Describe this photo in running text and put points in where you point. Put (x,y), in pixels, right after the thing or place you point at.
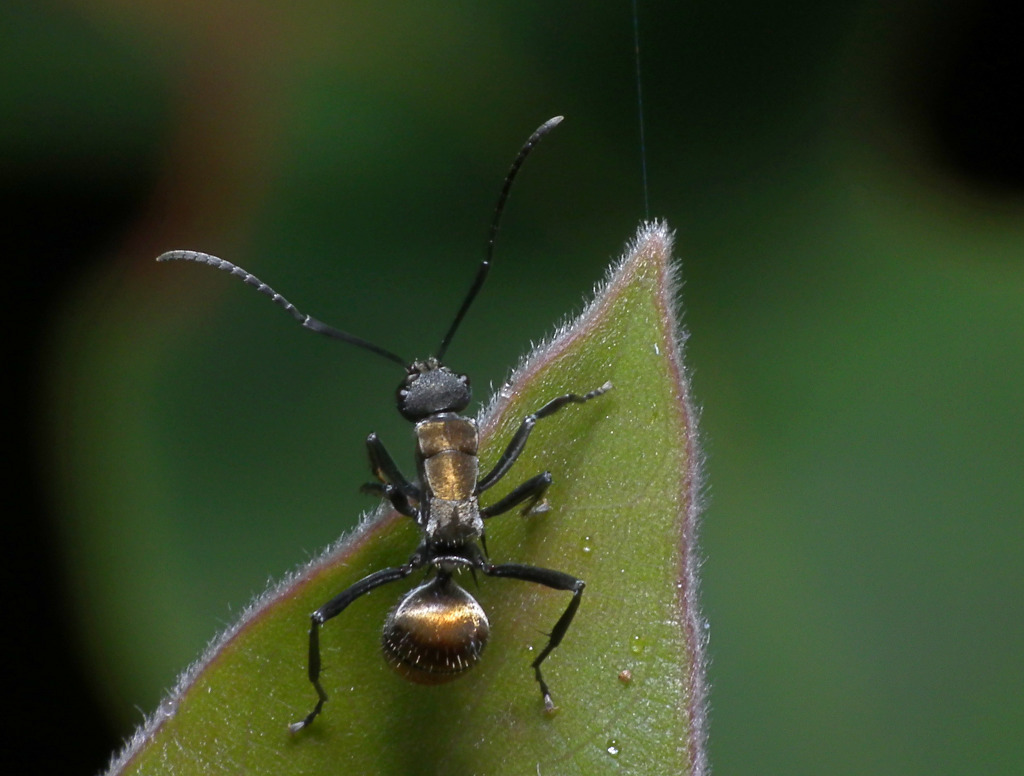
In this image there is an insect (456,554) on a leaf (643,511). The background (106,557) is blurry.
